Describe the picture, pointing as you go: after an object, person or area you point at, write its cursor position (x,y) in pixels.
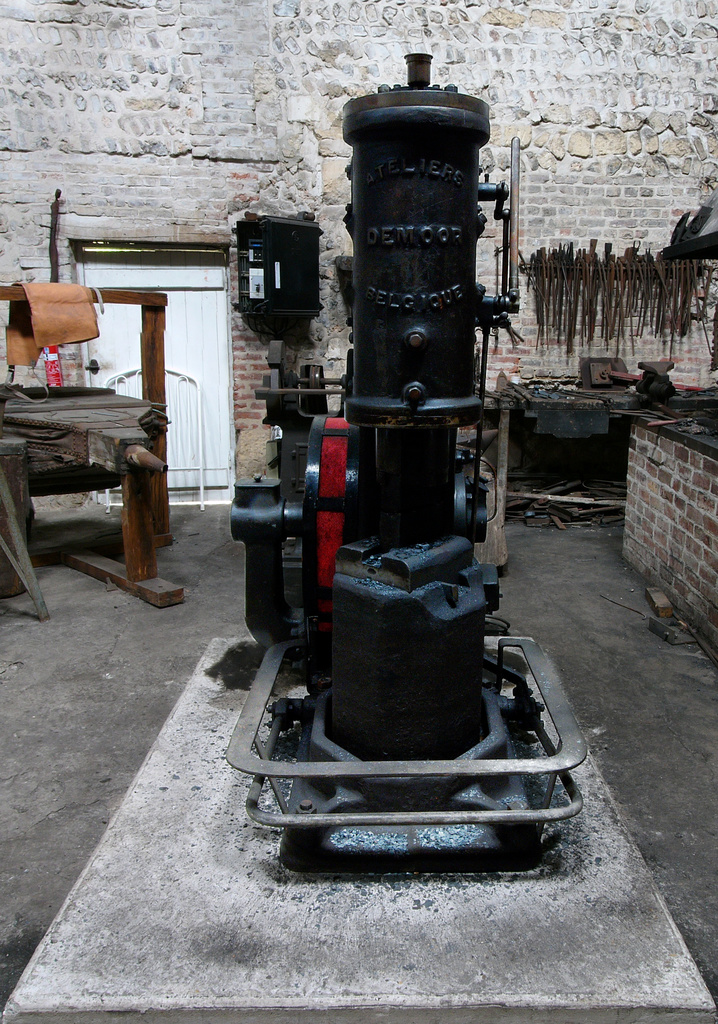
Here in this picture we can see a machine (245,747) present on the ground (592,770) over there and we can also see other machines (142,430) present and tables (561,426) present over there and on the wall (529,329) we can see some equipments (605,292) present and on the left side (140,272) we can see a door (136,272) present over there.
